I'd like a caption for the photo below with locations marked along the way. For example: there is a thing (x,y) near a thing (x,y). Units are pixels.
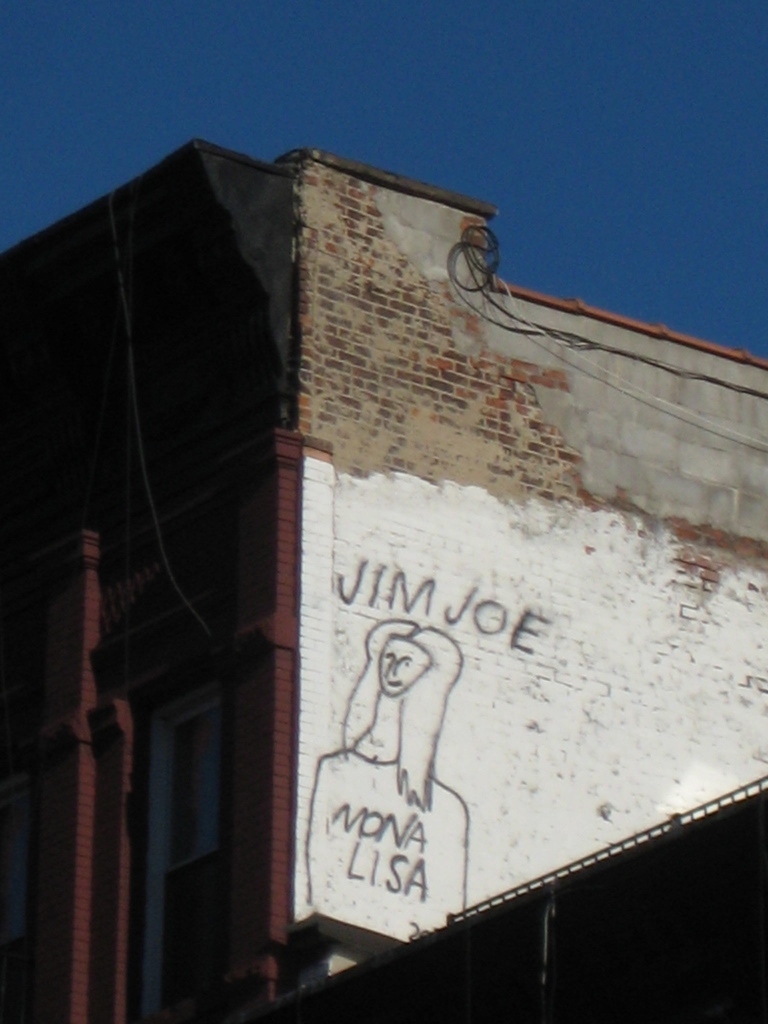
As we can see in the image there is a building (752,416), drawing (425,714) of a woman (418,733) and sky (620,105).
